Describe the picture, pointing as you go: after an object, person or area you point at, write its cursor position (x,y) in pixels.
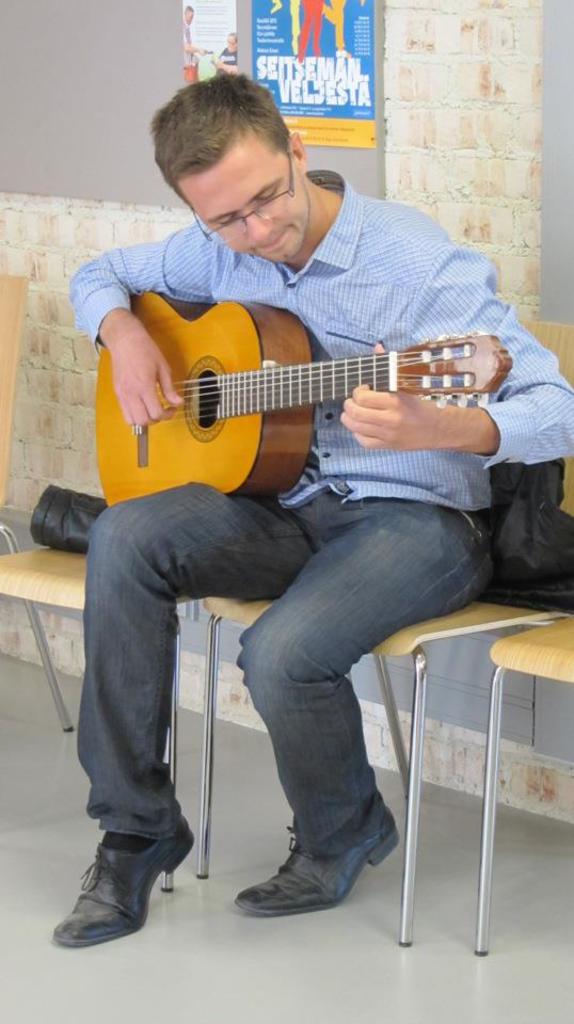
In this picture there is a man (331,509) sitting on the chair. There is a black bag (545,518) on the chair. There is a poster (356,107) on the wall (422,133).
